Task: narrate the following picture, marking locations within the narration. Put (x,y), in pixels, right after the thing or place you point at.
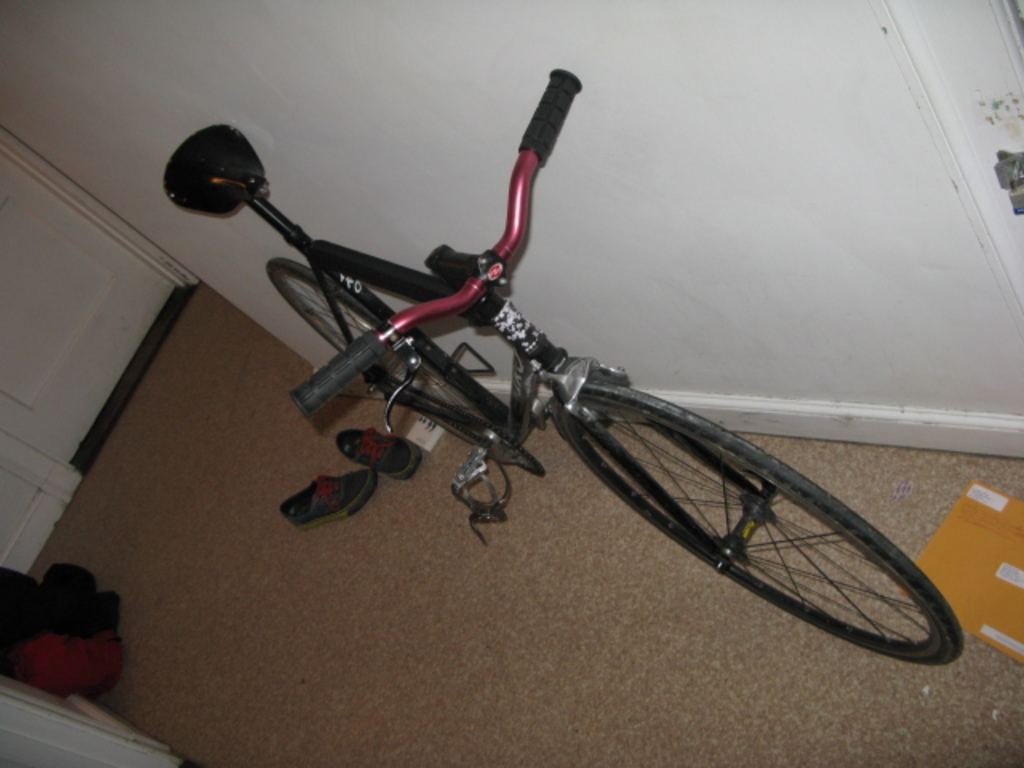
This is an inside view. Here I can see a bicycle (491,426) is placed on the floor (627,567). Beside this bicycle (468,417) I can see the shoes (337,489). At the top of the image (673,137) there is a wall (745,285). On the left side (50,381), I can see the doors (42,435). On the right side (976,584) a sheet (987,577) is placed on the floor (895,491).
